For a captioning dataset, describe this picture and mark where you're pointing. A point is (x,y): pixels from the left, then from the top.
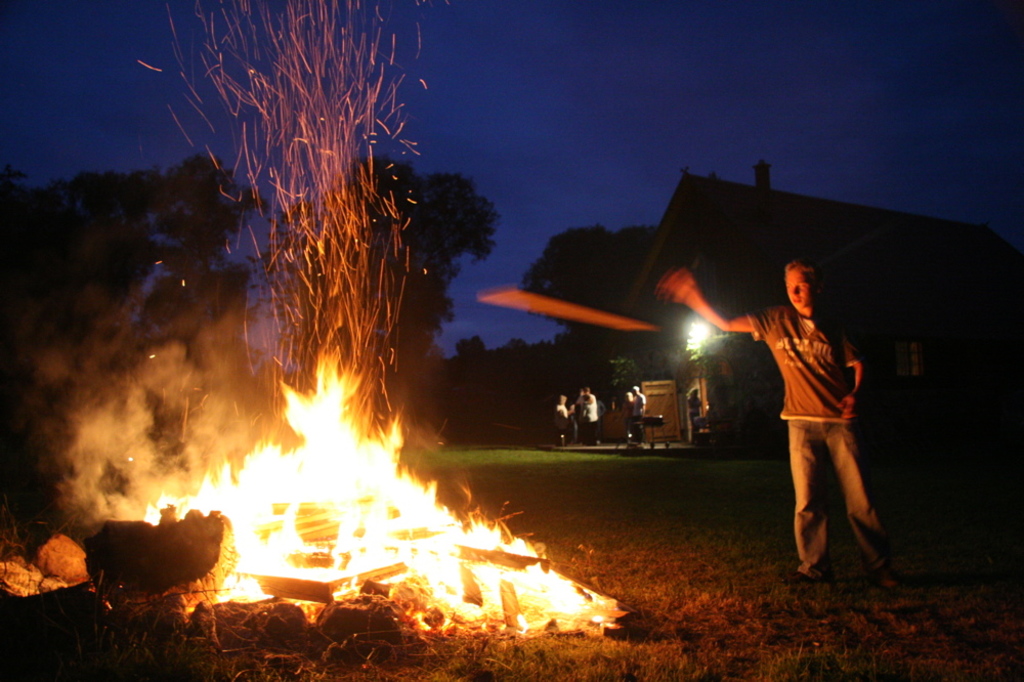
In this image I can see the person (826,400) in-front of the fire (420,477). In the back (592,427) I can see few more people (576,436). To the side of these people (635,392) I can see the house (674,334) and the light (699,334). In the background (503,176) there are many trees (472,180) and the blue sky (549,67).
